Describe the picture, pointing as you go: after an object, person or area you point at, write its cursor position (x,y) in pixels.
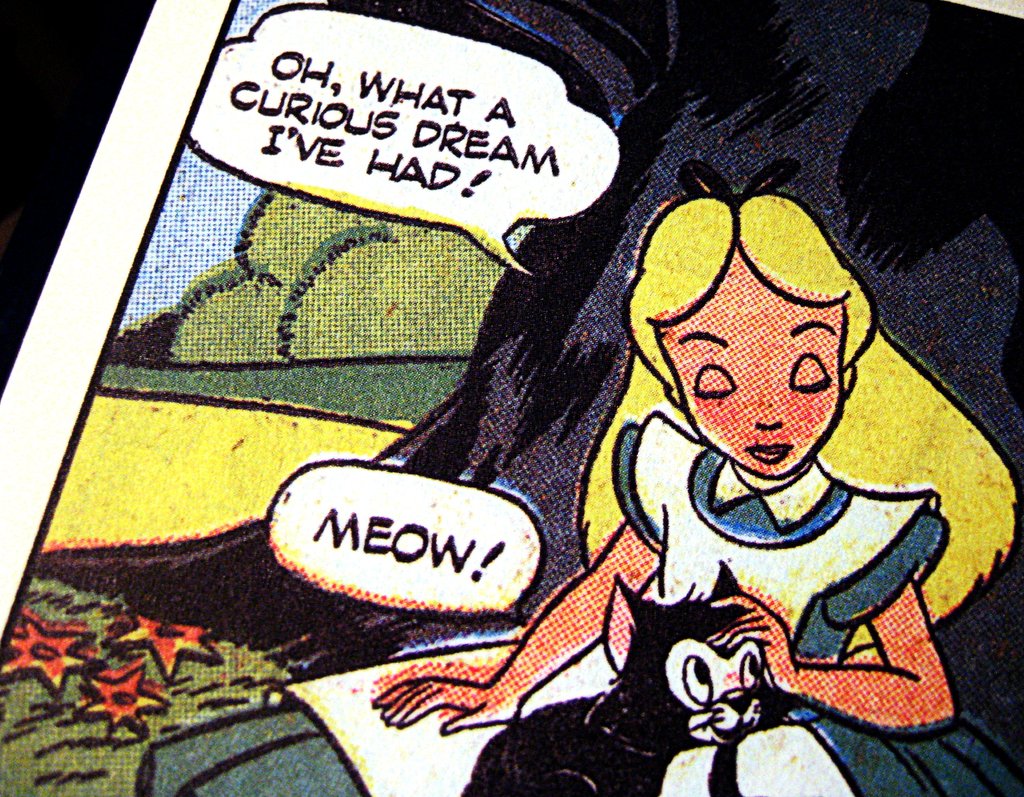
In this image I can see painted paper (502,413) on which I can see some images (681,494) and some text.
